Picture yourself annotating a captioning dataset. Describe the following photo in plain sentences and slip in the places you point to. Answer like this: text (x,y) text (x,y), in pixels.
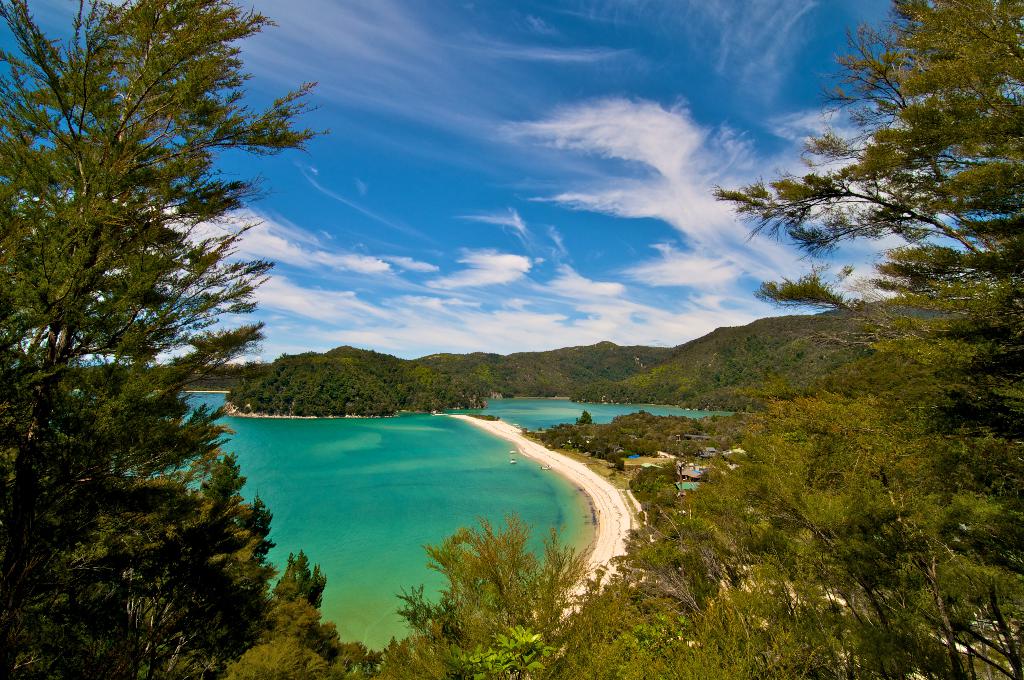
This image is taken outdoors. At the top of the image (501,208) there is a sky (567,241) with clouds (703,221). In the background (351,371) there are few hills (710,335). There are many trees (816,357) and plants (326,390). In the middle of the image (464,439) there is the sea (412,480) and there is a beach (589,497). On the left (81,447) and right sides of the image there are many trees (676,537) and plants (658,614) with leaves (198,501), stems (643,633) and branches (917,108).
